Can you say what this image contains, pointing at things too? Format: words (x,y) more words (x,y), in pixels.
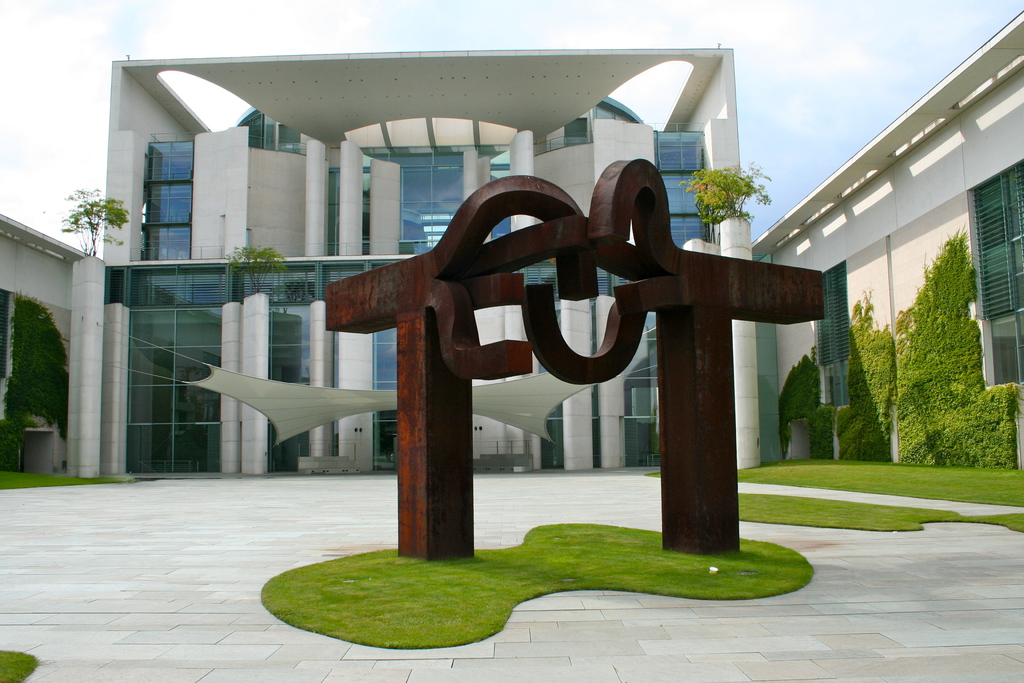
In this picture we can see a sculpture (397,372) on the grass (540,576), tent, building (672,158), windows (1020,267), plants (124,219), pillars (97,268) and some objects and in the background (830,75) we can see the sky (490,48) with clouds (24,36).
